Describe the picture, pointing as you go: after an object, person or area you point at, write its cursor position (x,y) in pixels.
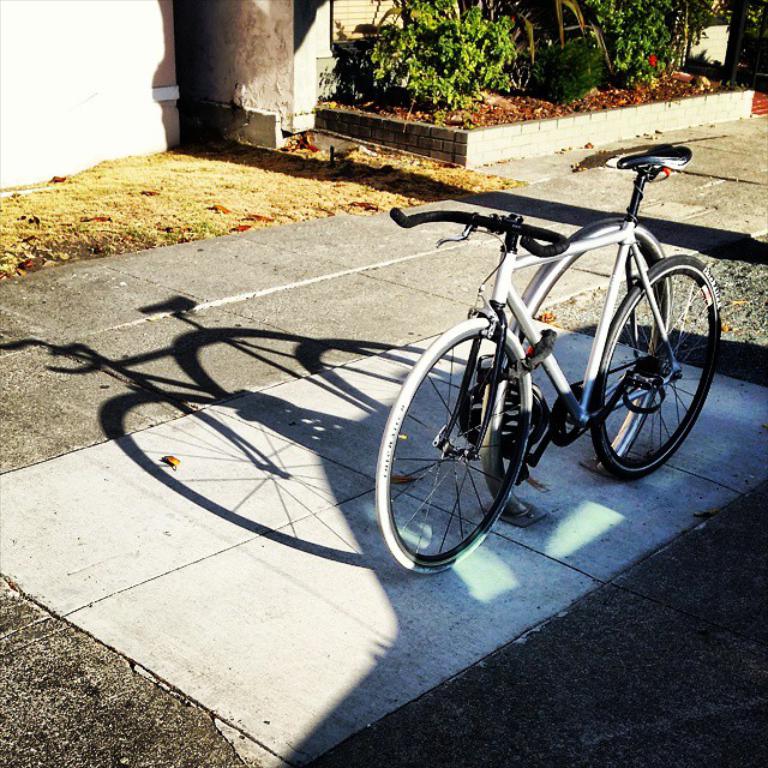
In the center of the image (482,372), we can see a bicycle (494,383) and in the background (430,64), there are plants (498,37) and there is a wall (258,83). At the bottom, there is a shadow (223,329) on the road (146,694).
